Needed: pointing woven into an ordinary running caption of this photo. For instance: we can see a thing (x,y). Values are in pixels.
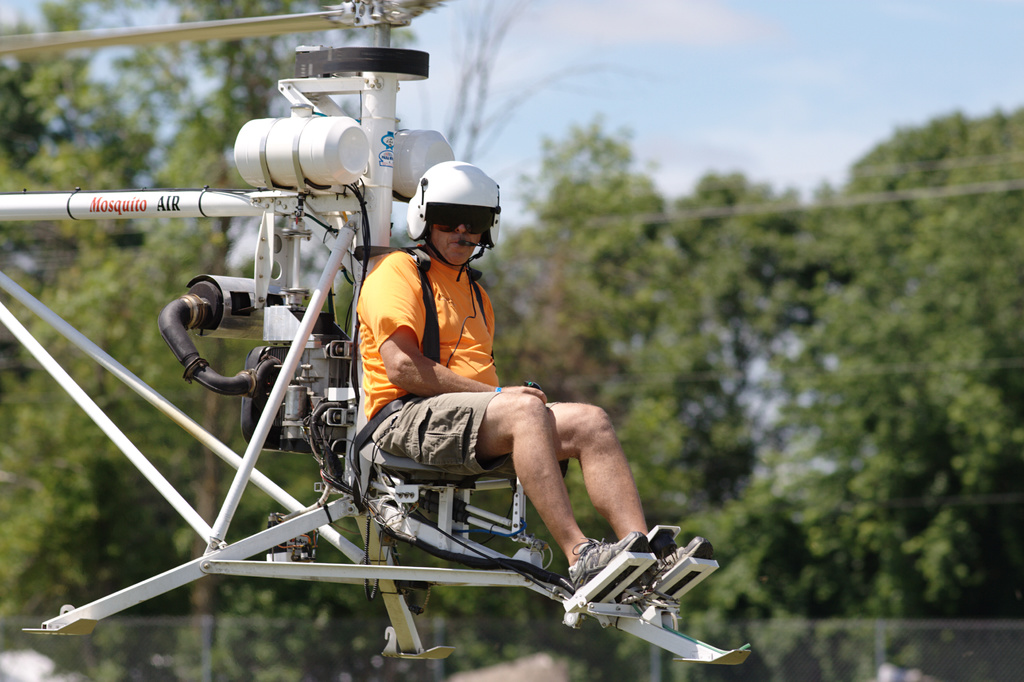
In this picture there is a man (411,424) sitting on a seat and we can see an aircraft (670,642). In the background of the image (807,410) it is blurry and we can see trees (847,305) and sky (794,133).
